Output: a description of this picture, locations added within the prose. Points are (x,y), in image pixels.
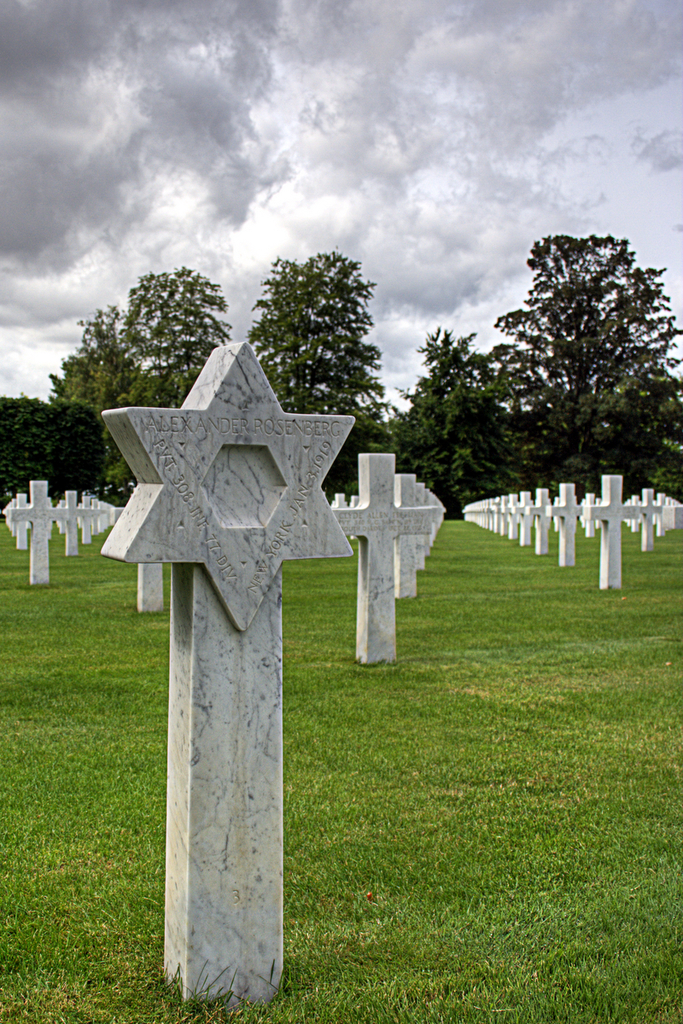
In this image I can see an open grass ground (365,748) and on it I can see number of white colour things (276,494). In the background (551,440) I can see number of trees (583,267), clouds (471,83) and the sky (365,167).
